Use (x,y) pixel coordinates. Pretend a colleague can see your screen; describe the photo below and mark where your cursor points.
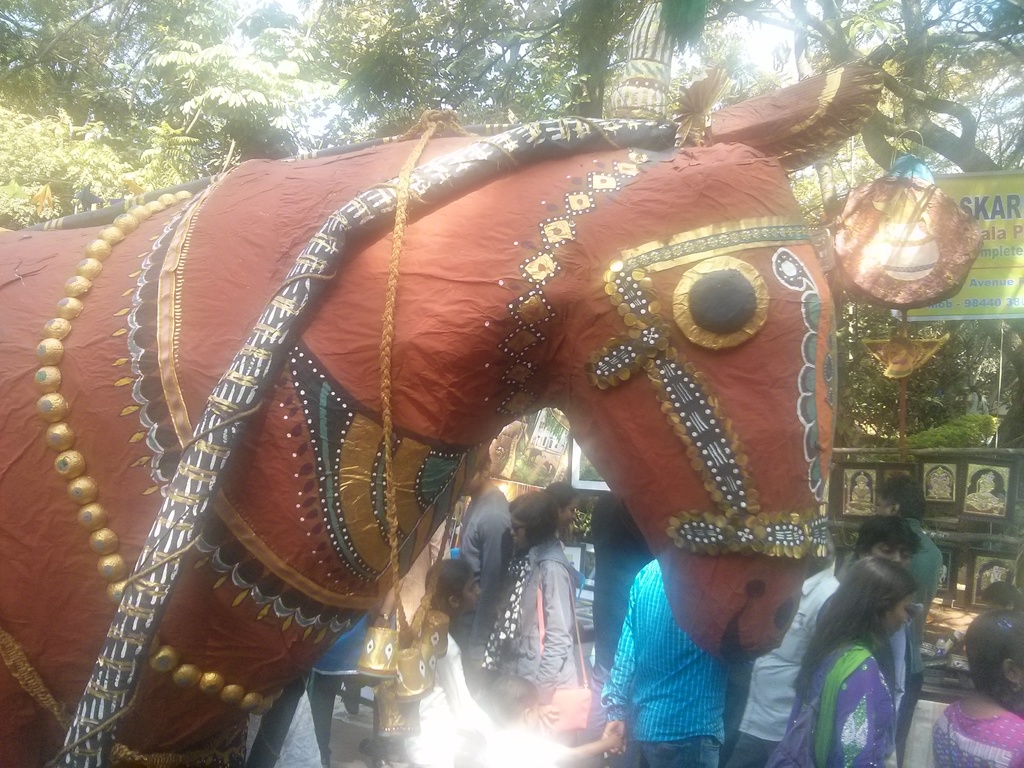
In front of the picture, we see a horse (324,517). It might be a statue (355,420). Beside that, we see people (998,647) are standing. In front of them, we see many photo frames (981,519) are placed on the table (938,532). On the right side (1000,267), we see a yellow color banner (985,271) with some text (998,281) written on it. There are trees (486,93) in the background (866,313).
